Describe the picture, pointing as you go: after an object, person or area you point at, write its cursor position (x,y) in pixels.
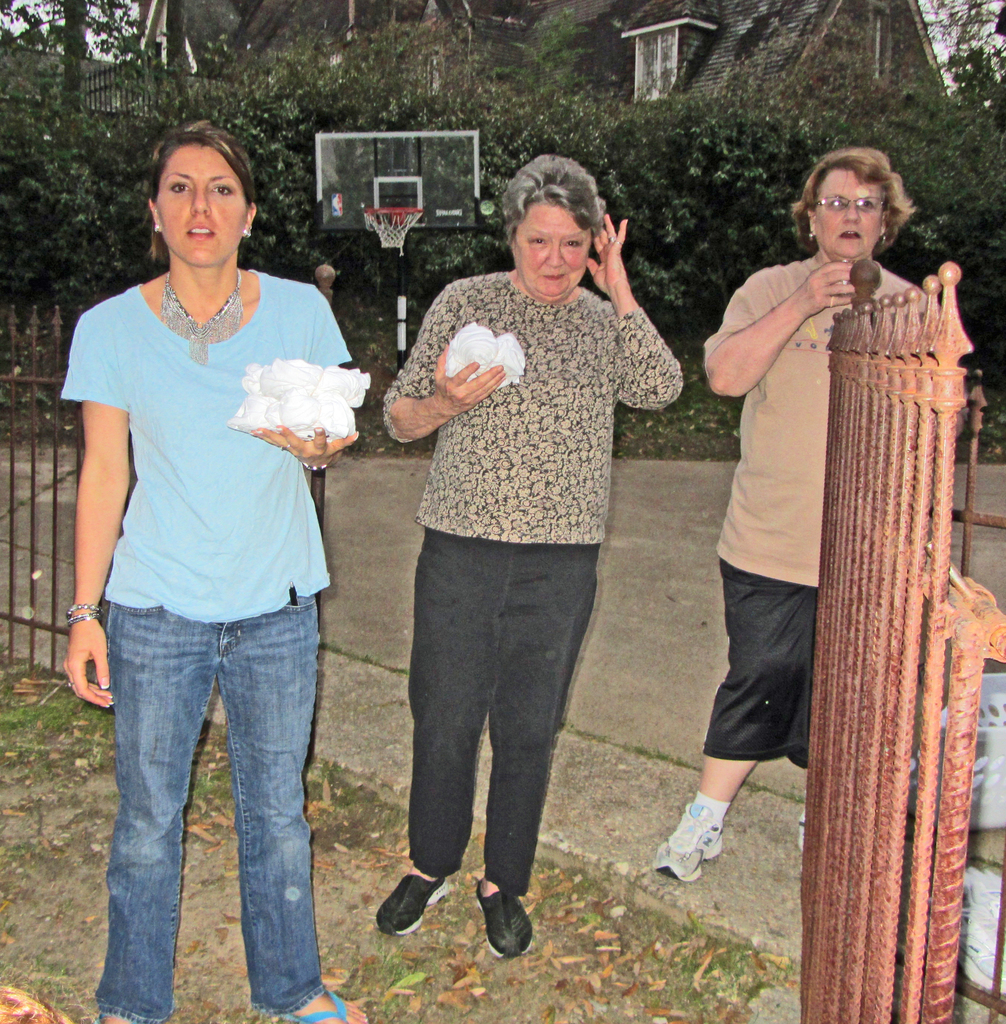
In this image we can see three persons (495,510), among them two persons (449,448) are holding objects (460,334), there is a basketball net (397,212), there are some trees (471,125), houses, fence (969,584) and leaves (231,824) on the ground (444,919).
